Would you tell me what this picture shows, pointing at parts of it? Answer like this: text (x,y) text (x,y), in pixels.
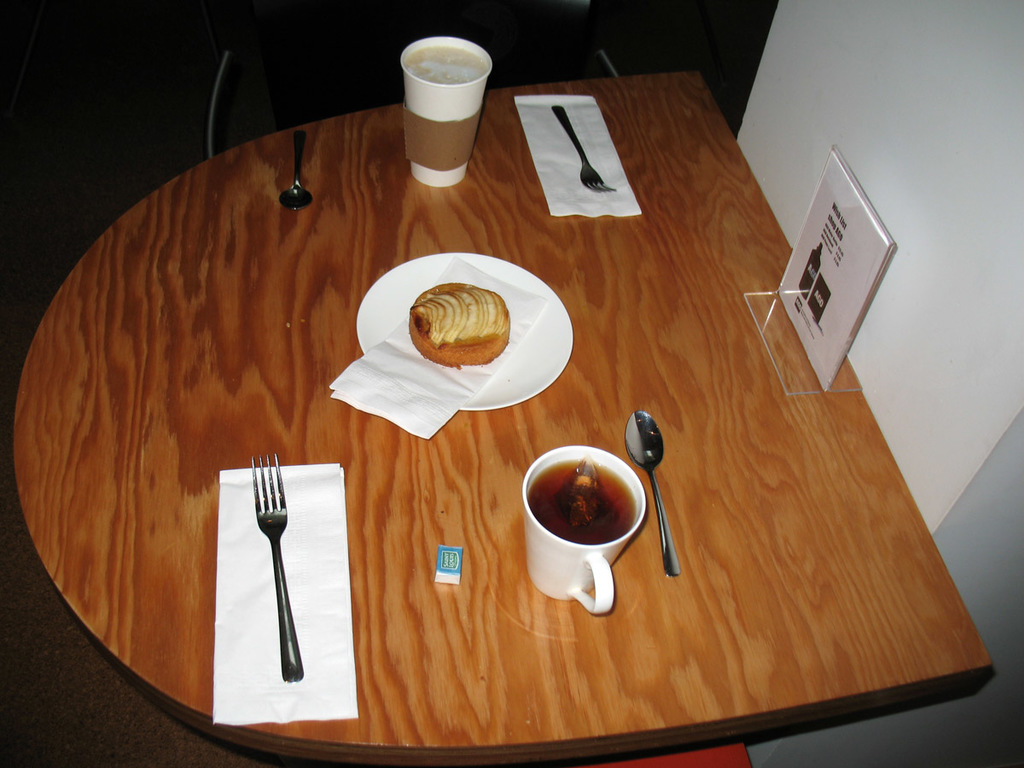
In this picture we can see a table (565,413), a plate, a fork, a spoon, a cup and glass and a food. We can see a wall (915,383) also.
